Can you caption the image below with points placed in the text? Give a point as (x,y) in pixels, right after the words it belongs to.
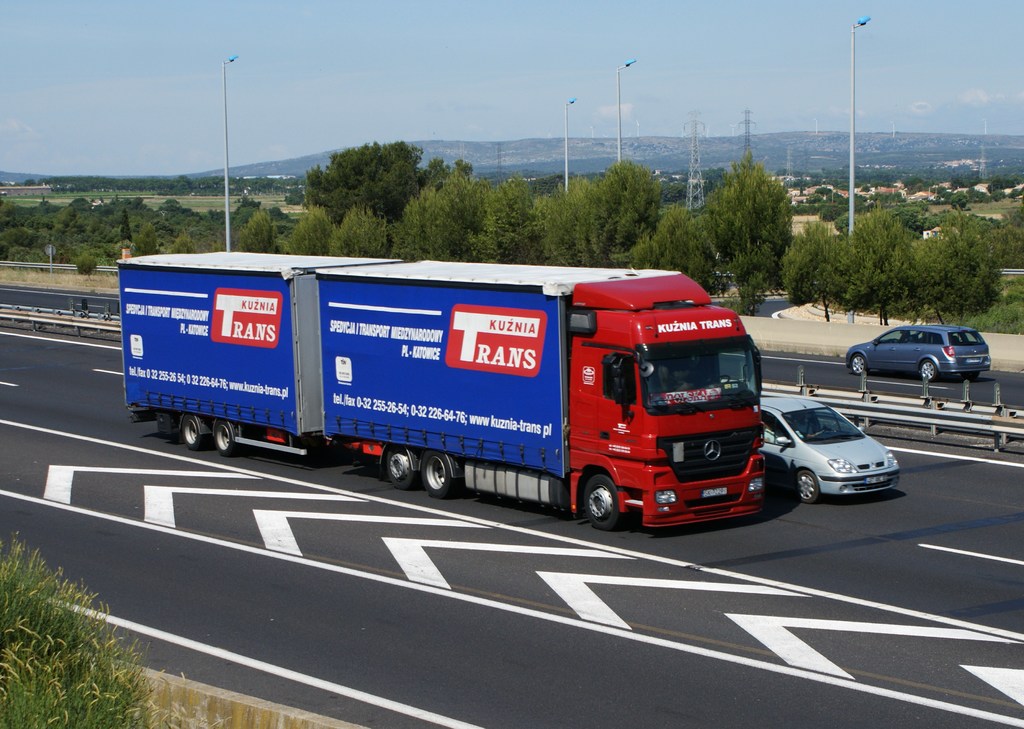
There are vehicles (506,365) on the road (525,568), these are trees (523,232).
